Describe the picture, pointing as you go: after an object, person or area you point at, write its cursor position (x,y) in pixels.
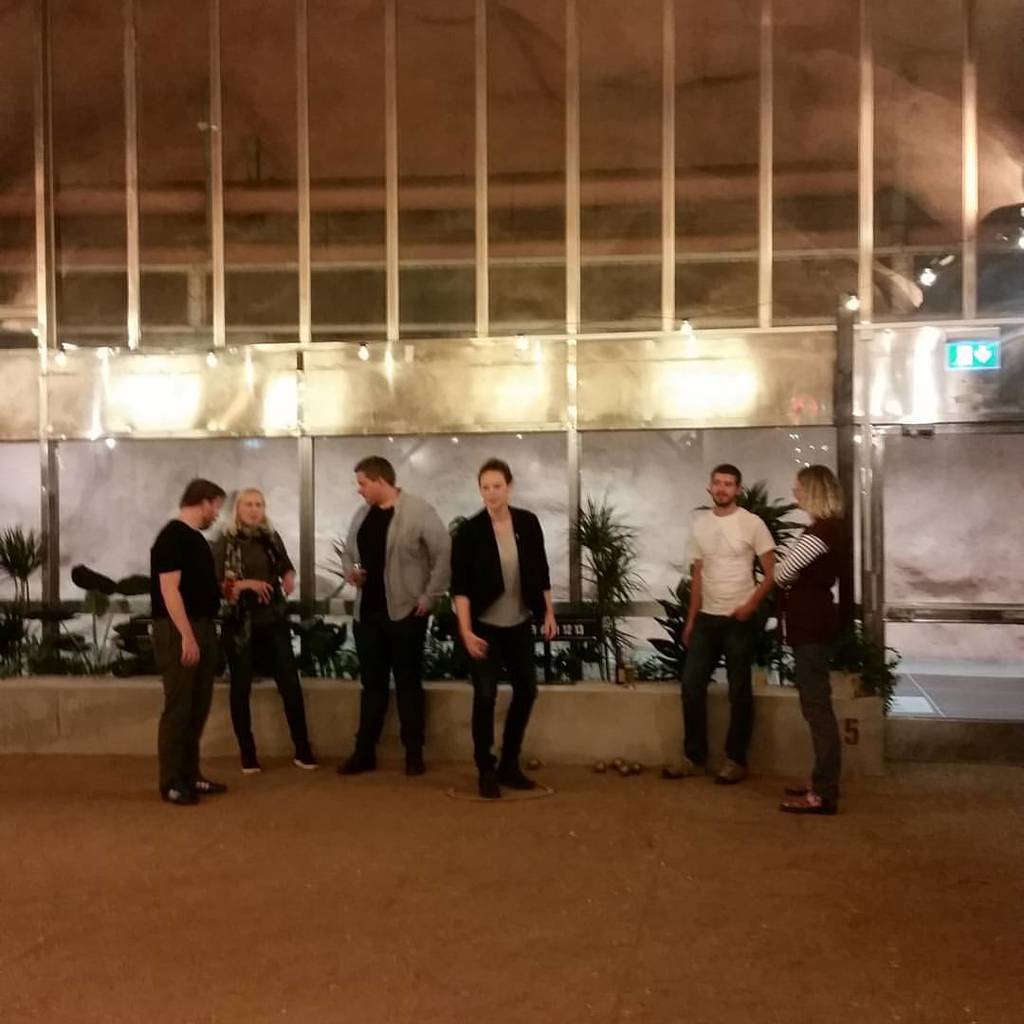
In the image there are six people (546,611) standing in front of the plants (457,646) and in the background (105,493) there is some construction (734,383).
